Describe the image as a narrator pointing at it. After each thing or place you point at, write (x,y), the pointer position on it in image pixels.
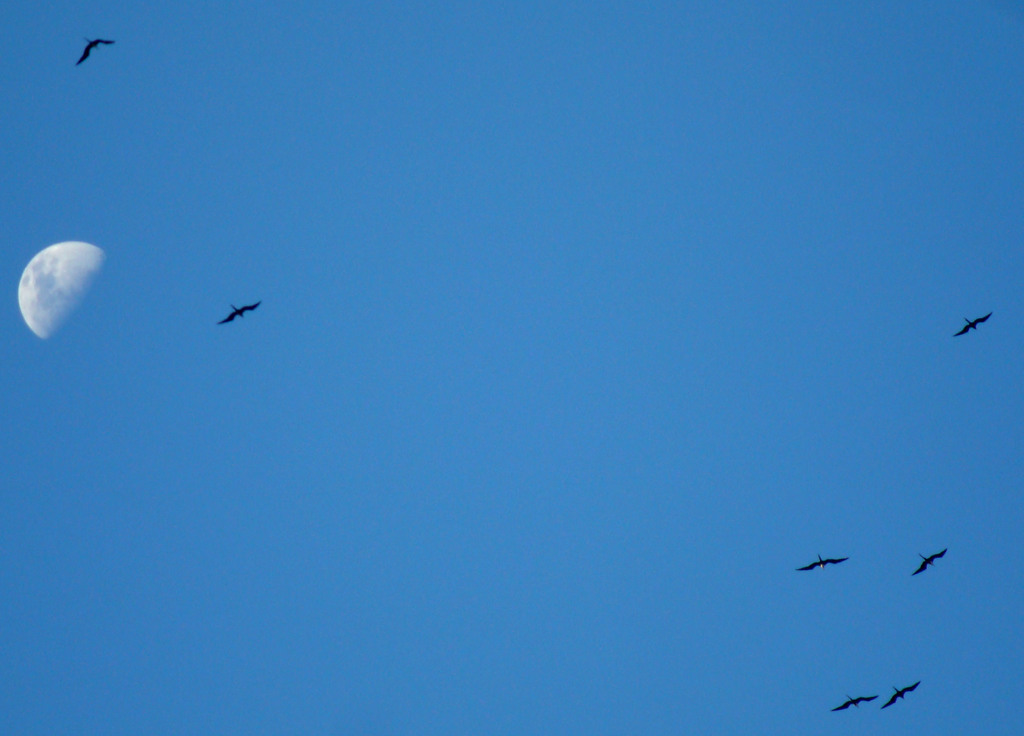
On the left side of the image (48,312) we can see moon (42,330) and there are birds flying in the sky (399,324).
